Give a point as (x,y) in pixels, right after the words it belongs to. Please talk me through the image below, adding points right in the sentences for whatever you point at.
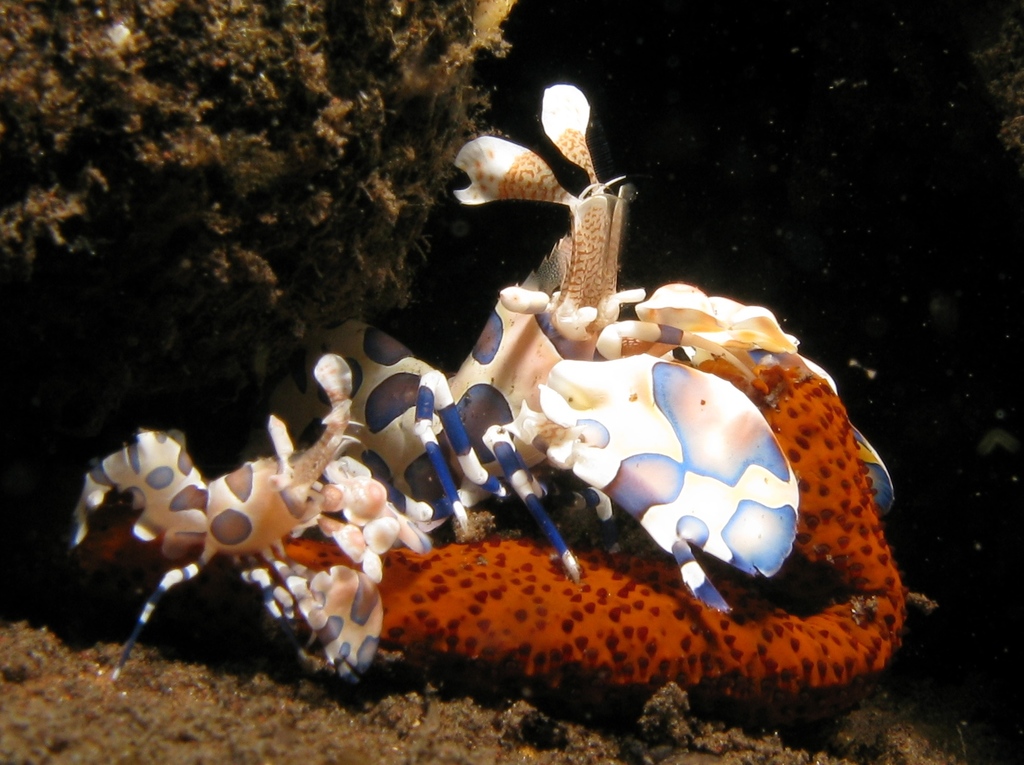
In this image, we can see an object (838,477) and there are some shrimps (479,450).
